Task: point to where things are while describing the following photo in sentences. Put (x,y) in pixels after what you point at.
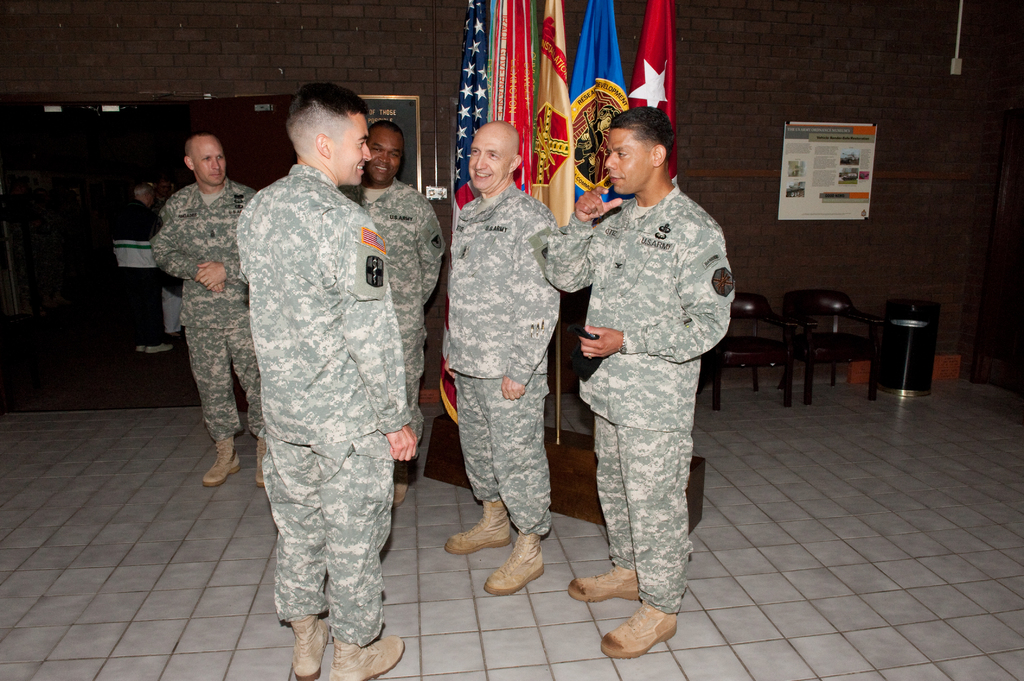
The image is taken in the room (276,108) in the center of the image (455,286) there are five men (338,267) standing and talking. In the background (568,156) there are chairs (761,349), flags (545,71), boards (832,174), wall (439,113) and a door (128,120).
